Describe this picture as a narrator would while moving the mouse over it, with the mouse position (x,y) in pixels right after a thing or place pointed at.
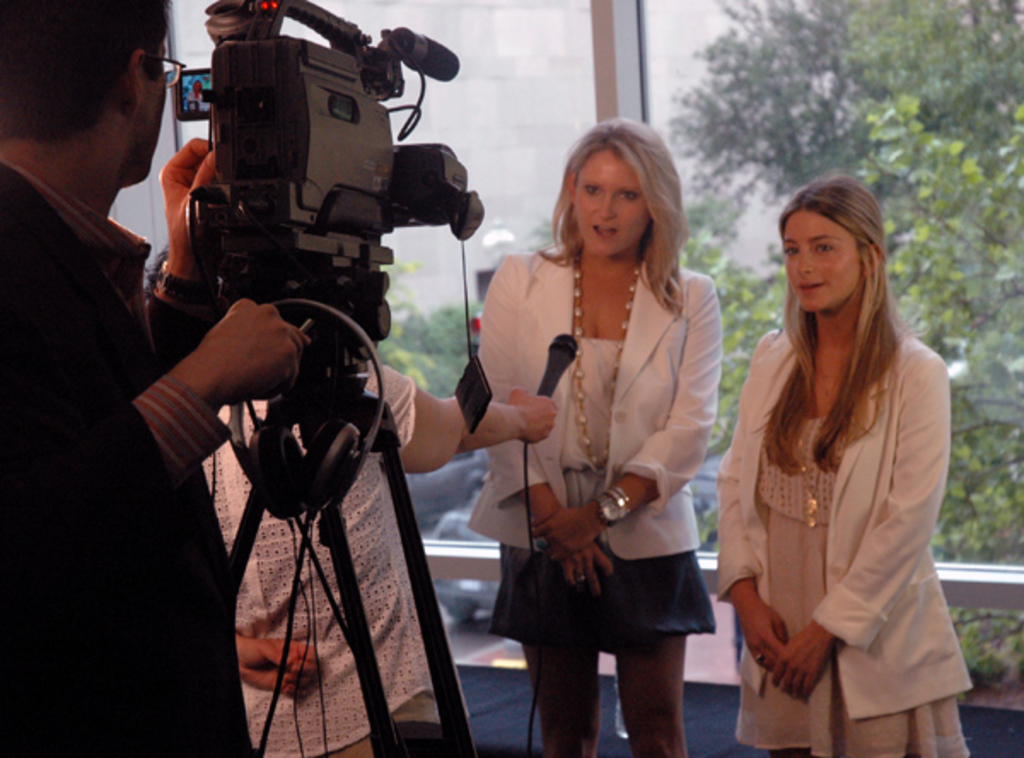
On the right side (684,407) a beautiful woman (649,451) is standing and speaking. She wore white color coat (634,392), beside her there is another woman (783,423). On the left side (29,178) a man (17,238) is operating the camera (240,235), behind them it's a glass wall (744,202).
